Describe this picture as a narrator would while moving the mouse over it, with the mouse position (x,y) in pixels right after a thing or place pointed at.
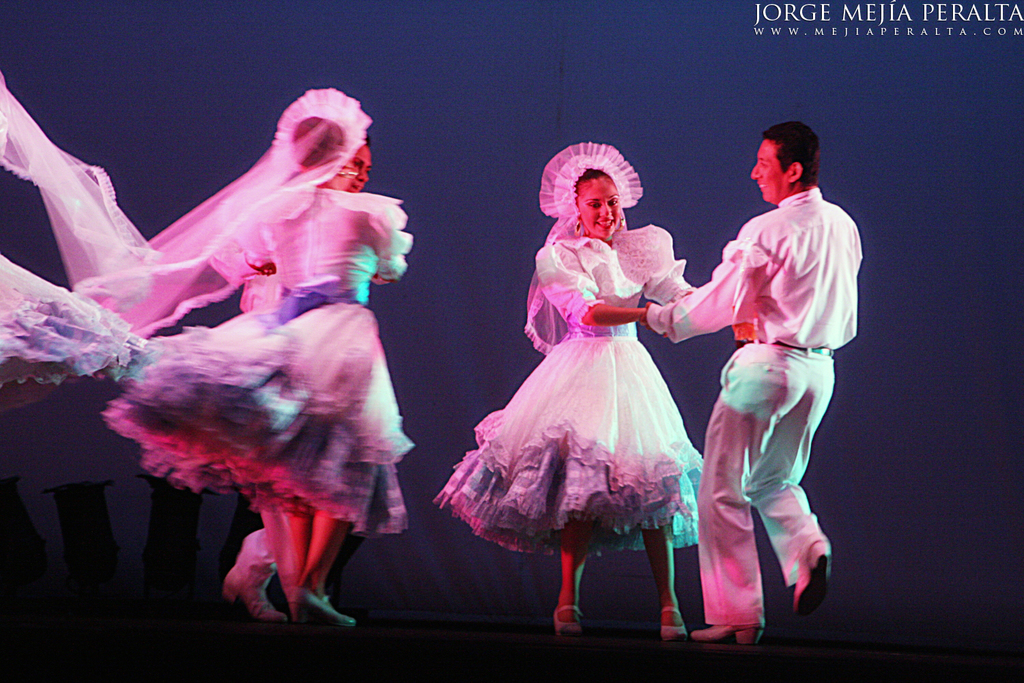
In this image there is a man (804,252) and three women (355,202) dancing on the floor (460,636). Behind them there is a wall (585,59). In the top right (839,14) there is text (836,28) on the image.
